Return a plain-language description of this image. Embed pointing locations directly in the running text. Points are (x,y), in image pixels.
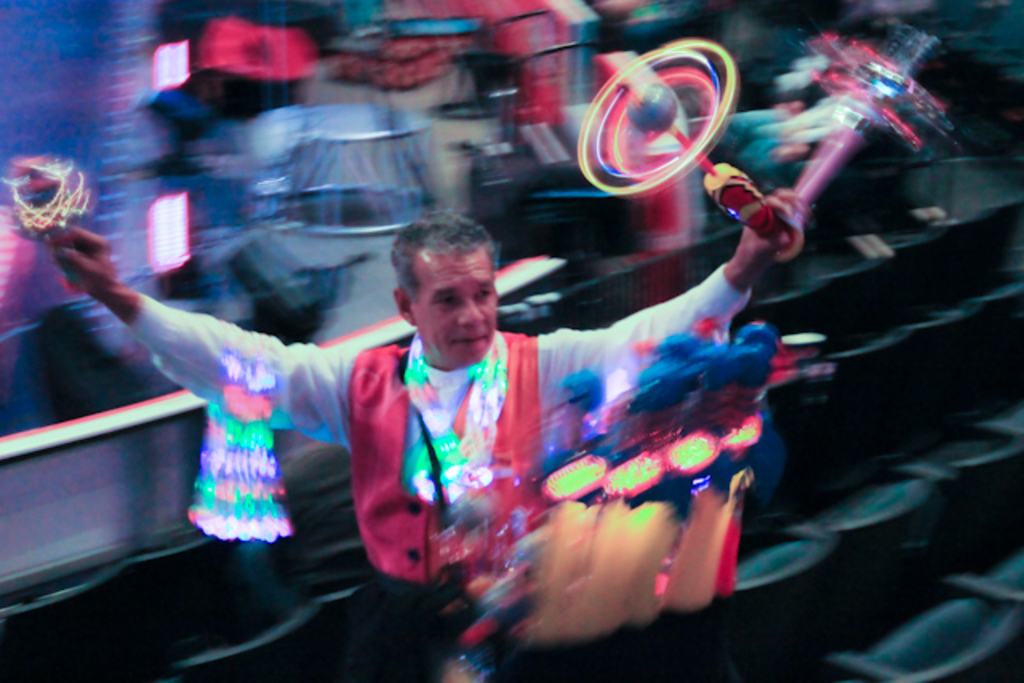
In this image I can see a person (505,451) holding something. I can see the background (704,227) is blurred.
